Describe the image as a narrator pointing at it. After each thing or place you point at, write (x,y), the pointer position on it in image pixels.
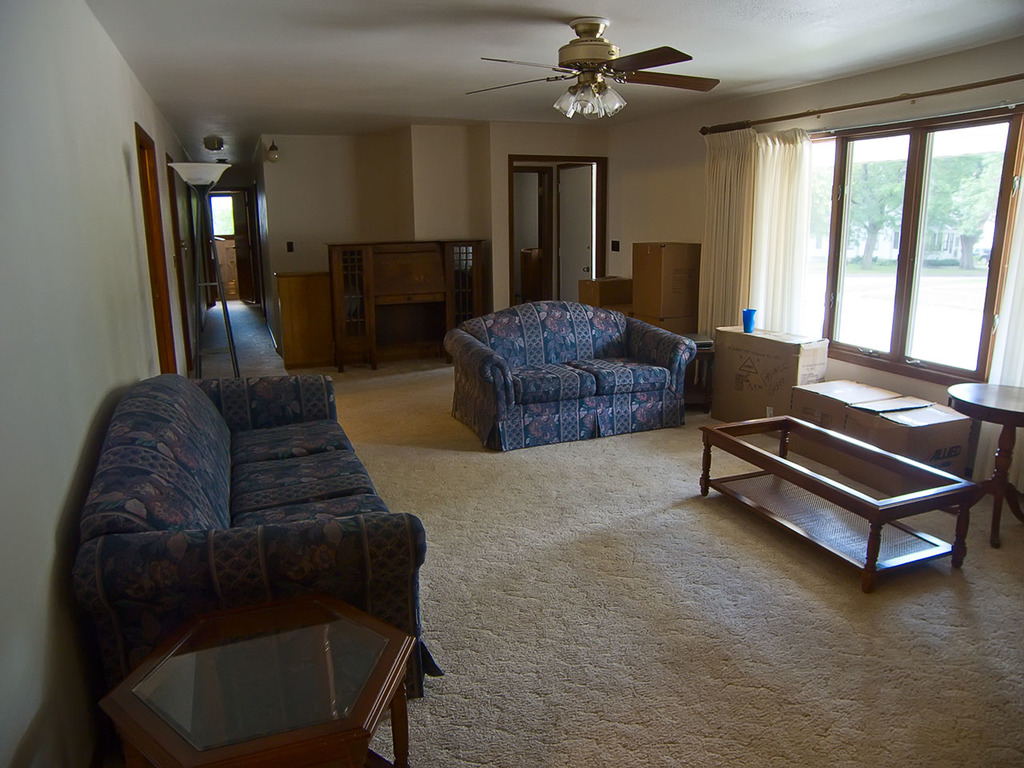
This picture is clicked the inside the room (548,621). Here we see sofa (498,440). Beside that, we see a table (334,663) and on right corner of table (903,492), we see stool (969,396) and beside that, we see carton boxes (859,392) and windows (858,242) from which we see trees (978,202) and buildings (950,249) outside the room (495,110) and we even see white curtain (741,243). On top of the picture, we see fan (577,117) and behind the sofa (544,351), we see wall (120,155) which is white in color and white door (563,226) and on the bottom of the picture (735,700), we see a white carpet (475,475) placed on the floor (466,472).
